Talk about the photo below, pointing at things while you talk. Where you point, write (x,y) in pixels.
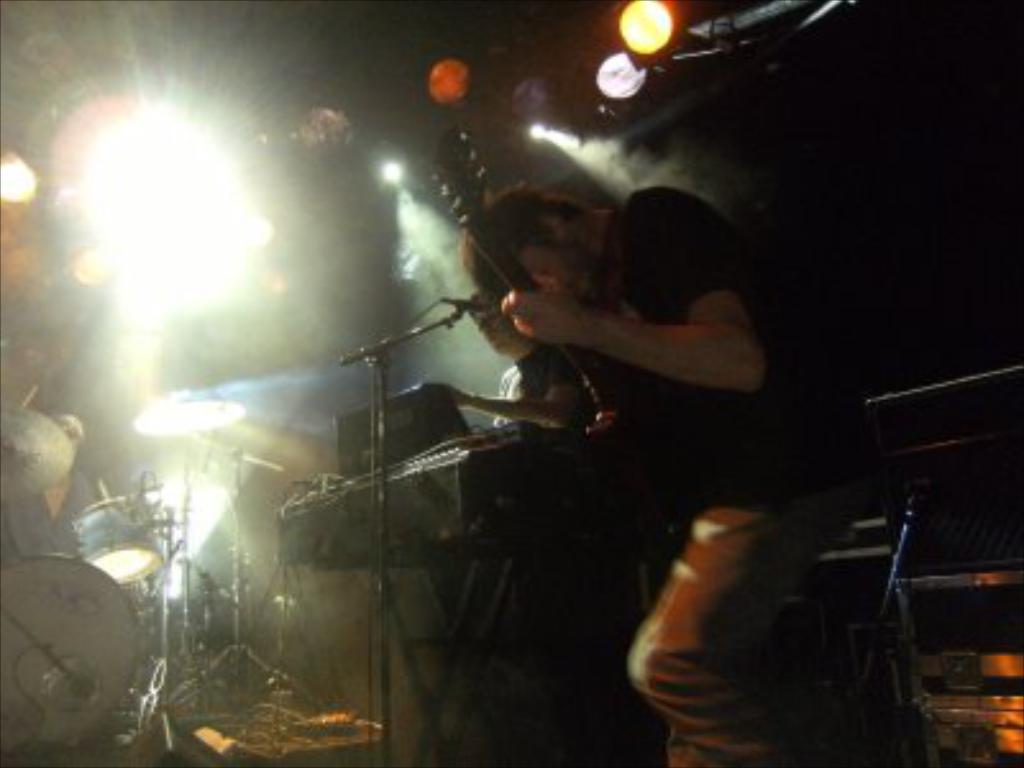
In this image there are musical instruments (123,546) on the left corner (108,618). There is an object (1013,634), it is dark on the right corner (973,393). There are people (744,388), musical instruments (510,536) in the foreground (622,409). And we can see the lights (390,174).
